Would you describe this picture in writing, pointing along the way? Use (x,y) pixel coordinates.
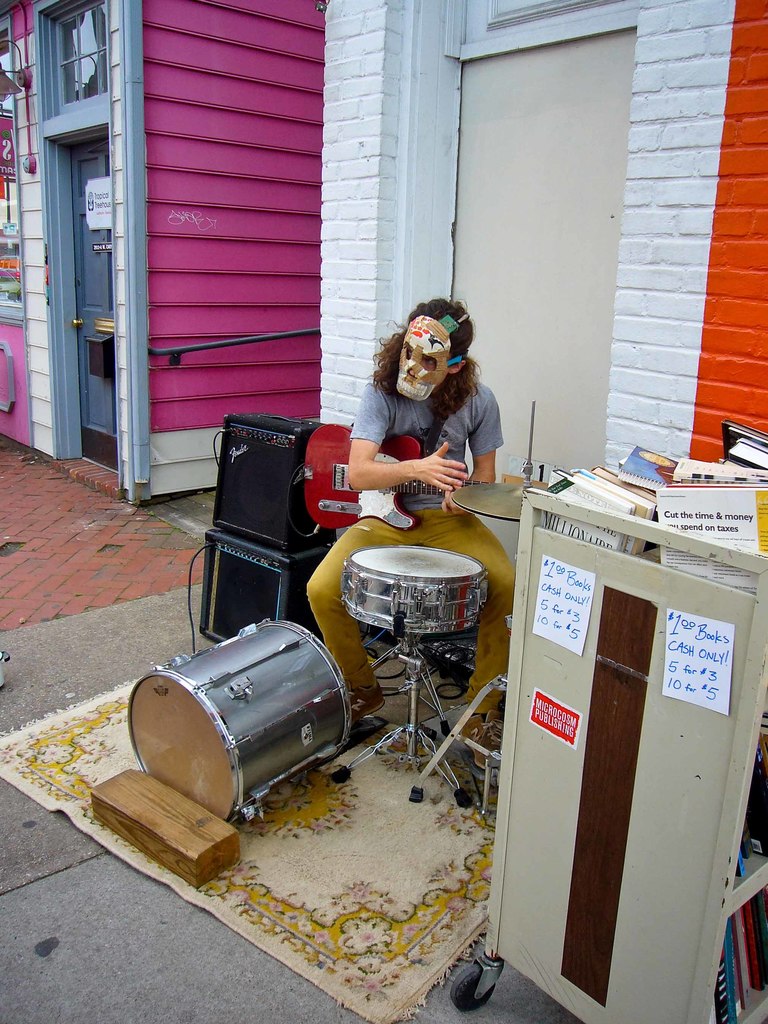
In this image I can see a person (471,441) wearing a mask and holding a guitar (406,444) and in front of them I can see a drum (486,588) and backside of them I can see speakers (271,464) and there is a rack (637,596), on the rack (637,596) I can see books (753,530), in the rack (749,867) I can see books (748,928) and there is the wall (308,194) and door (542,184) visible at the top (403,262).
